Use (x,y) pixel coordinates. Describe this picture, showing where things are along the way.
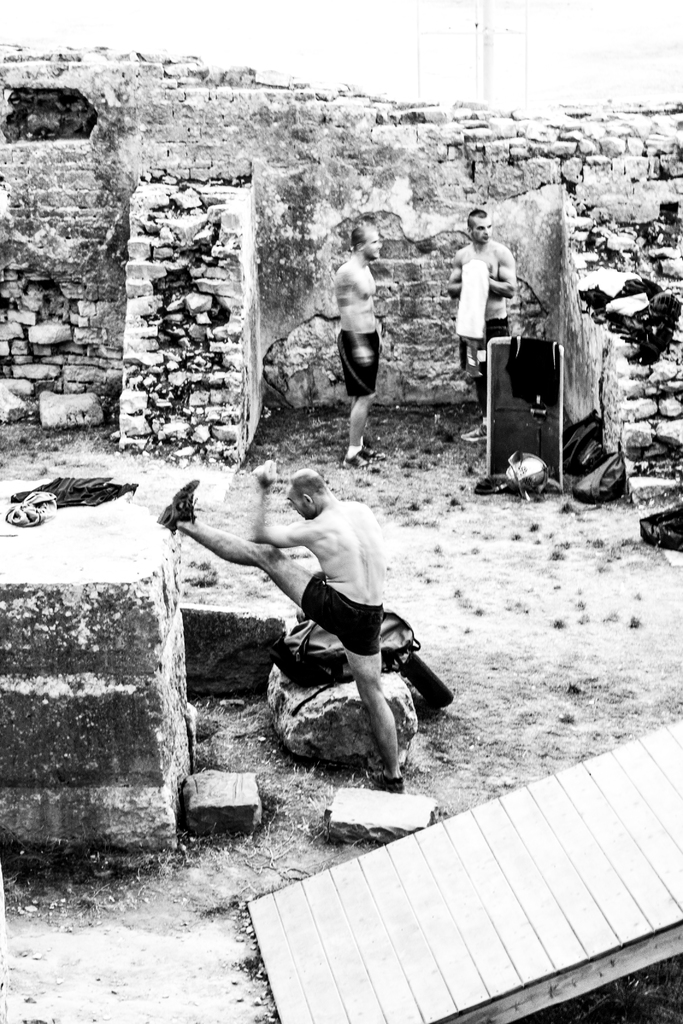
There is a person (303,537) in a short (353,605) doing exercise on the ground (433,730) near a wall (129,634) and near bag (387,615) which is on the rock (292,685). In the background (527,313), there are two persons (502,257) standing near a brick wall (548,202).
